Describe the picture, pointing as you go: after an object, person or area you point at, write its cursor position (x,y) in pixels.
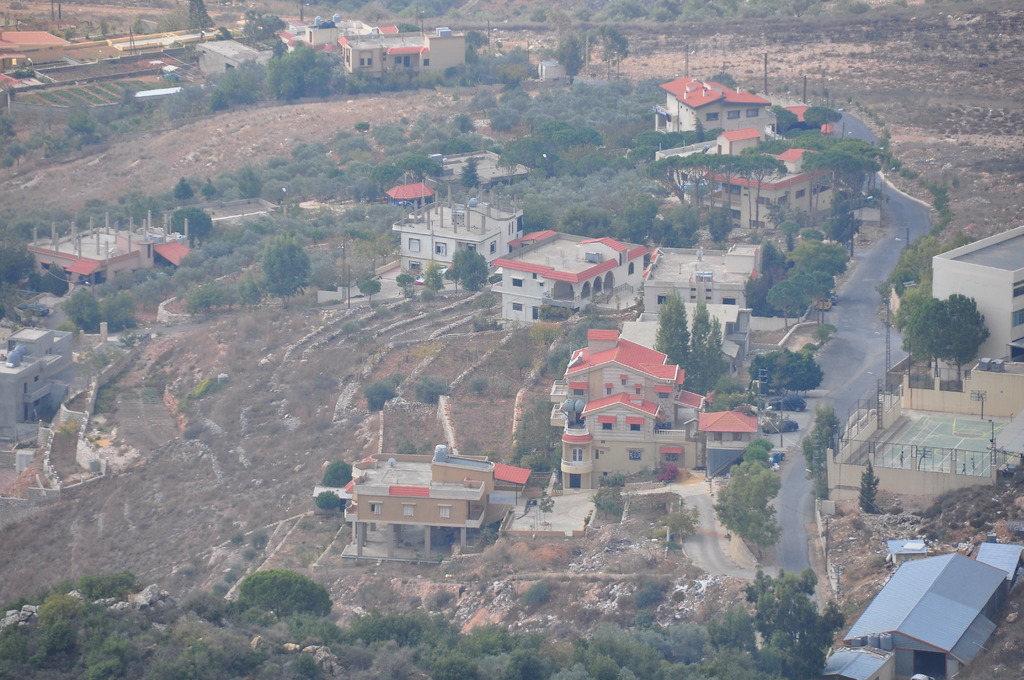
Here we can see houses (531,270), trees (436,675), plants (904,265), and poles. There is a road (864,249).
